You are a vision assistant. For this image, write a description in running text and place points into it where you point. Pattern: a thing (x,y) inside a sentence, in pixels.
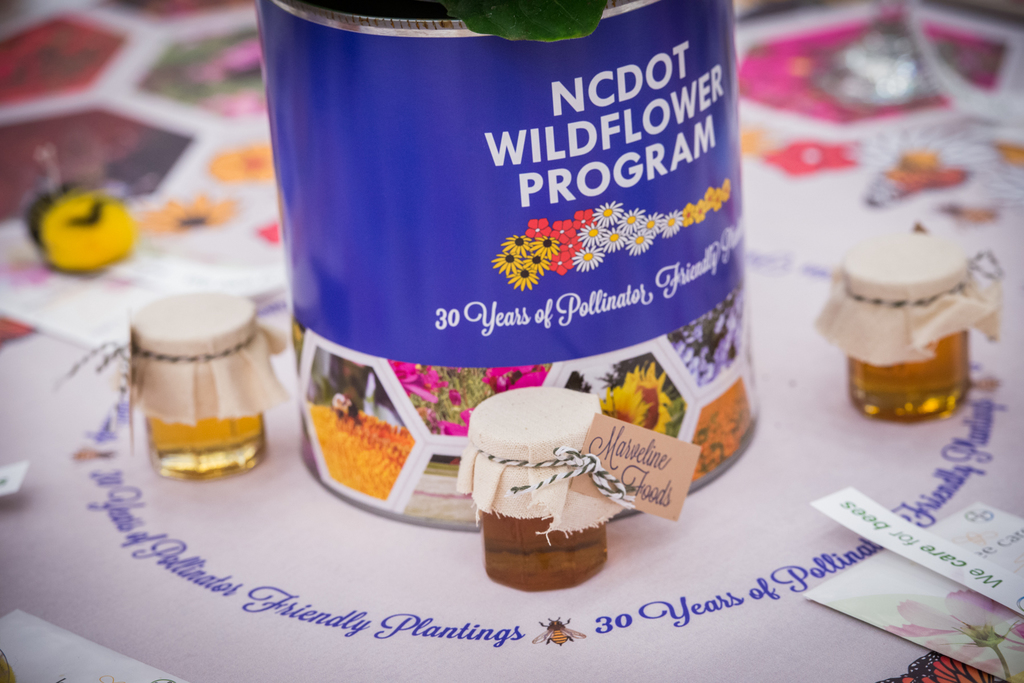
In this image there are bottles (849,380) and there are papers (974,541) with some text (632,455) written on it. In the center (453,250) there is a can (434,244) which is blue in colour with some text (558,199) written on it and there are images of the flowers (573,258) on the can (557,295).
